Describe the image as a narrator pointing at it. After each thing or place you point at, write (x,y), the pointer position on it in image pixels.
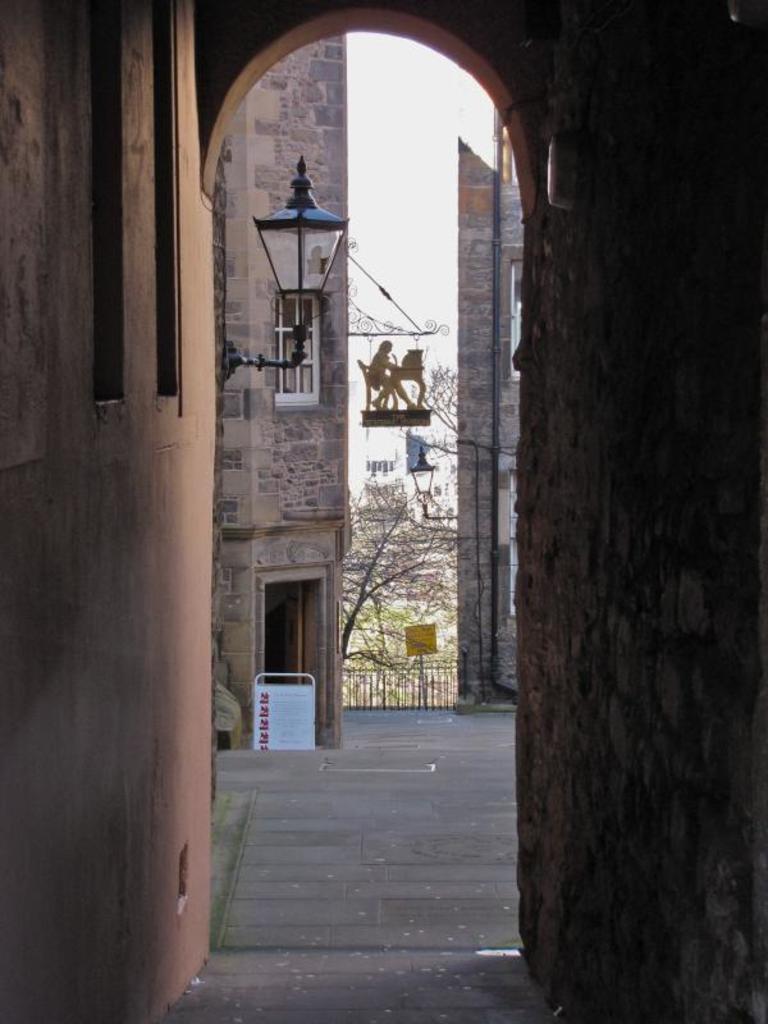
In the image we can see a building (345,364), on the building (265,440) there is a light (310,202). Top of the image (432,155) there is sky (423,208). Bottom of the image (401,708) there is a fencing (397,676). Behind the fencing (384,674) there are some trees (395,486).
